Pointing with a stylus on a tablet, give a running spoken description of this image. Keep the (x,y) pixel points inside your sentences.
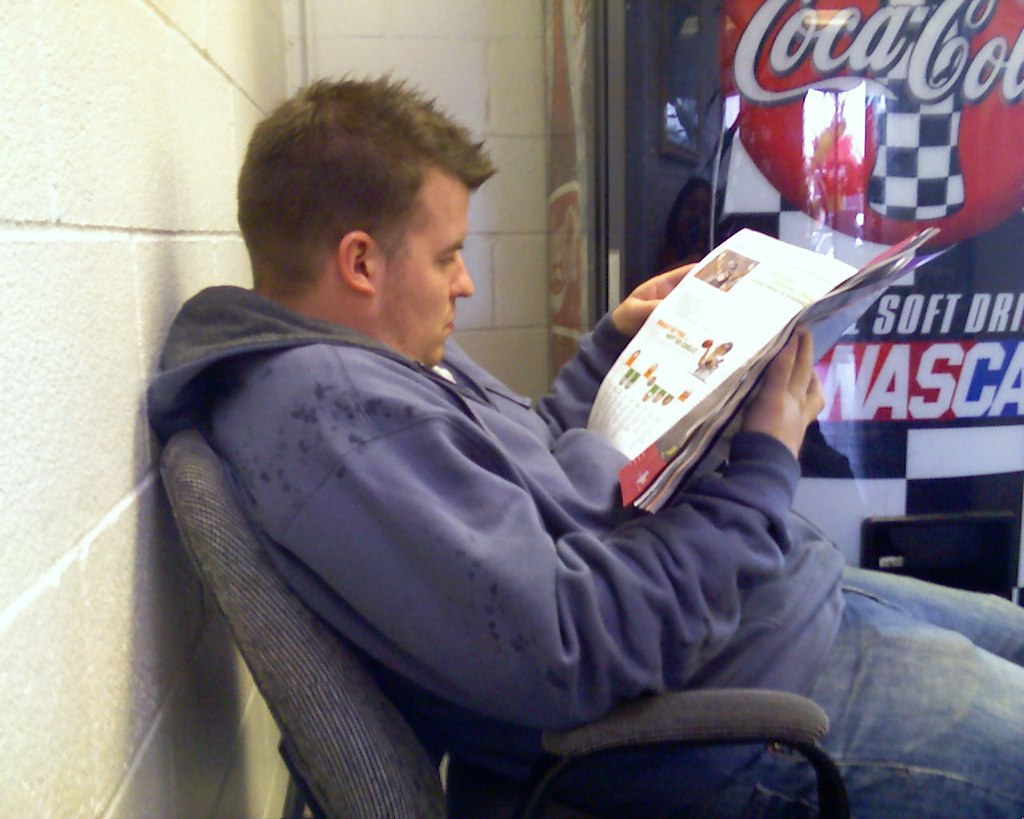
In the picture I can see a man (328,379) sitting on a chair (386,777) and looks like he is reading a newspaper (633,431). He is wearing the jacket (557,586) and pant (900,740). There is a wall (16,682) on the left side (17,526). I can see the glass door (921,476) on the top right side (892,167).
